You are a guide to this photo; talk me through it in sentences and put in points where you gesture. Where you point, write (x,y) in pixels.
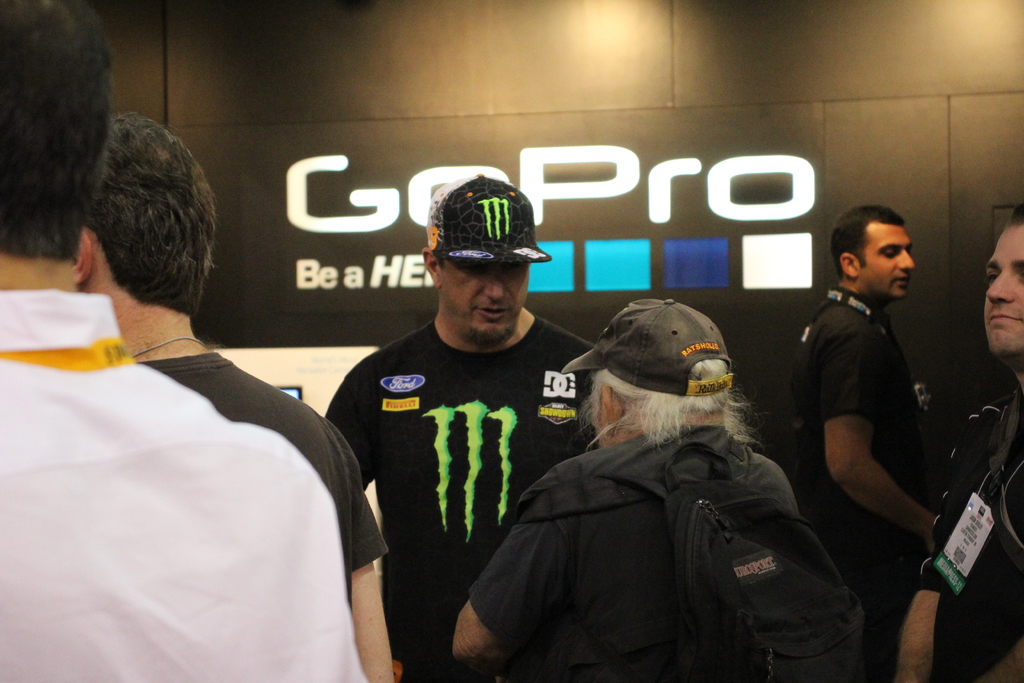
In front of the image there are people (22,584). In the background of the image (552,267) there are some letters (566,200) on the wall (489,67).
